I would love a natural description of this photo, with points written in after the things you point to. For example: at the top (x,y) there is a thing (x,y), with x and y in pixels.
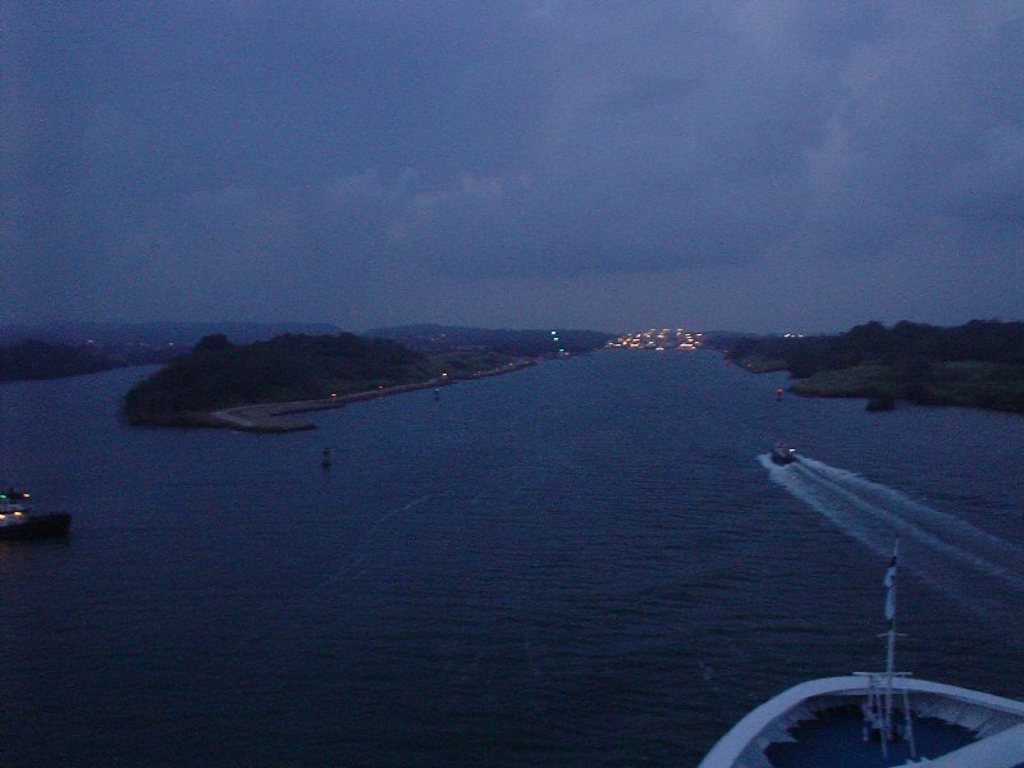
In this image there is a sea (491,640) in middle of this image (370,507) and there are some trees (220,388) at left side of this image (254,358) and right side of this image (895,355) as well. there are some ships (781,701) and boats (795,708) at right side of this image (825,708) and left side of this image (62,520). There is a sky (303,209) at top of this image (472,190).
